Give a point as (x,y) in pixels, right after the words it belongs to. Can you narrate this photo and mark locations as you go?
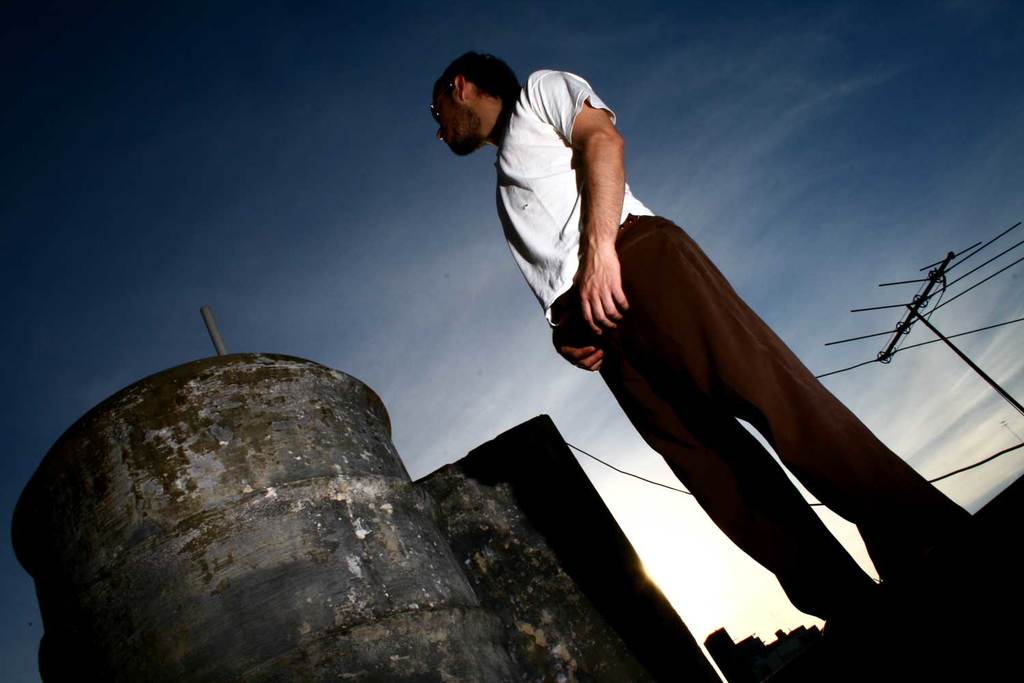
In this picture we can see a man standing and looking at a big iron container (250,414). Here the sky (247,241) is dark. On the right side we have an antenna (841,371).
